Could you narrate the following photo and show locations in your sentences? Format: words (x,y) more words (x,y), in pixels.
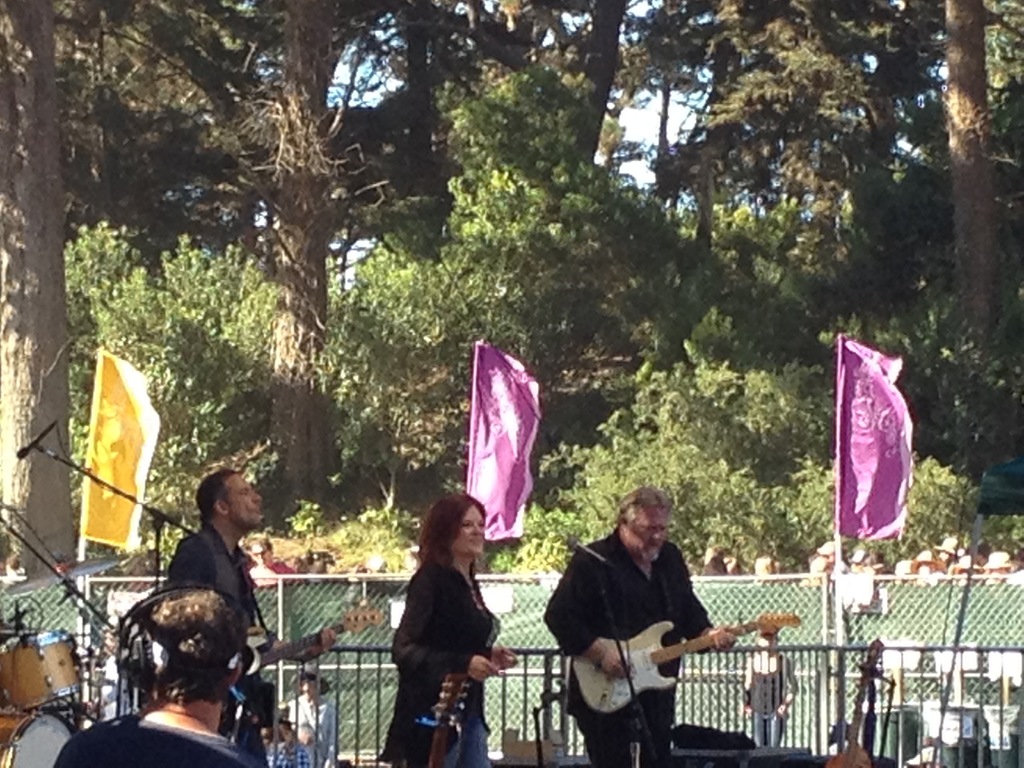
In this image, There are three persons (680,556) standing and wearing clothes (243,589). These two persons (639,620) are holding and playing a guitar (648,645). There are three flags (128,441) at the center of this image (503,481). There is a fencing (806,589) behind this person (176,556). There is a mic (27,451) behind this person (196,558). There is a mic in front of this man (577,567). This person (187,650) is wearing headset (131,632) on his head (170,641). There are some musical instruments (85,569) behind these persons (251,499). There are some trees (550,317) behind these persons (435,504).
